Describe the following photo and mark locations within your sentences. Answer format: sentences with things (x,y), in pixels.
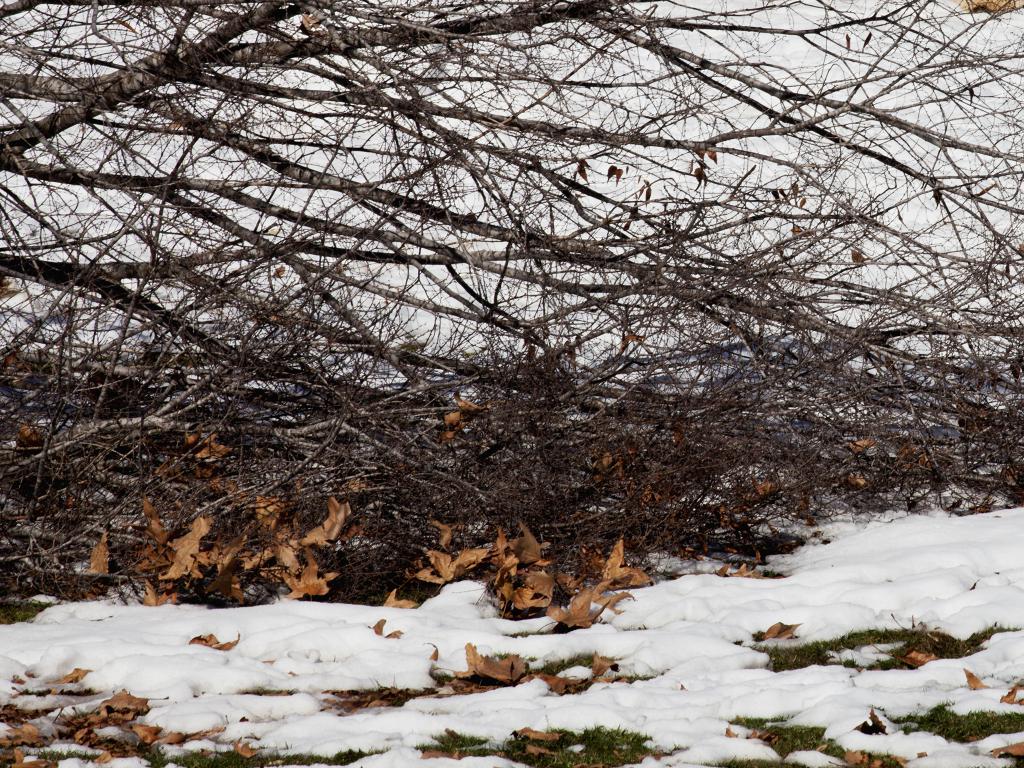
This image is taken outdoors. At the bottom of the image (169,685) there is a ground (569,703) with grass (760,721) on it and the ground (768,684) is covered with dry leaves (130,716) and snow (96,644). In the middle of the image (413,442) there are many dry plants (325,466) and trees (412,400) on the ground (871,503).
